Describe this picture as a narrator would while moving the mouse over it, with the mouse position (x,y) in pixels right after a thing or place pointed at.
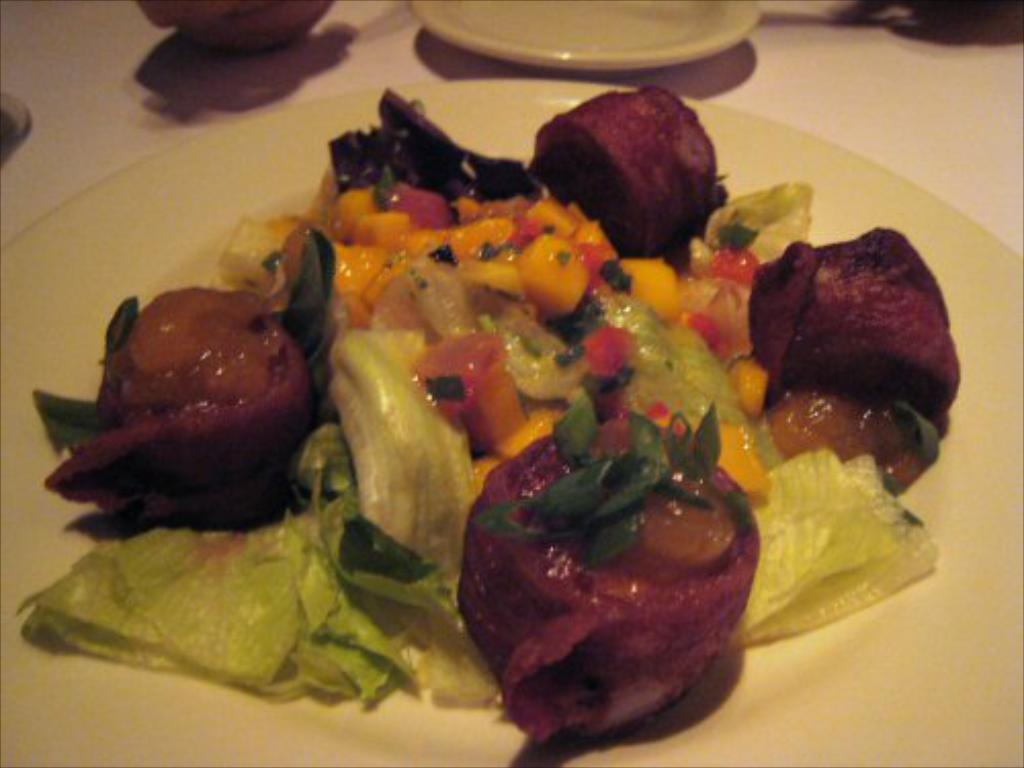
In this picture, we can see some food items (658,667) served on the plate (993,262), and we can see the plate (992,278) is placed on the surface (993,223), and we can see some objects (660,26) on the surface (764,35) in top of the picture (583,54).
